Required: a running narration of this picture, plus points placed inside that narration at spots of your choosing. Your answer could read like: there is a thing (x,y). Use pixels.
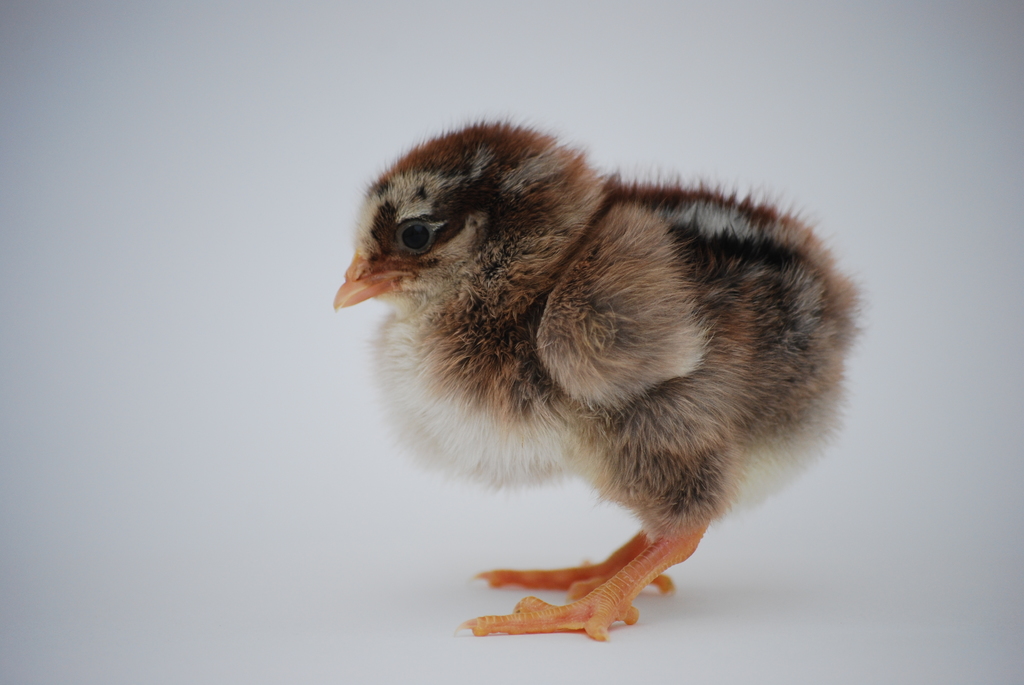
In this image I can see the bird (662,353) in brown, white and black color. Background (85,325) is in white color.
